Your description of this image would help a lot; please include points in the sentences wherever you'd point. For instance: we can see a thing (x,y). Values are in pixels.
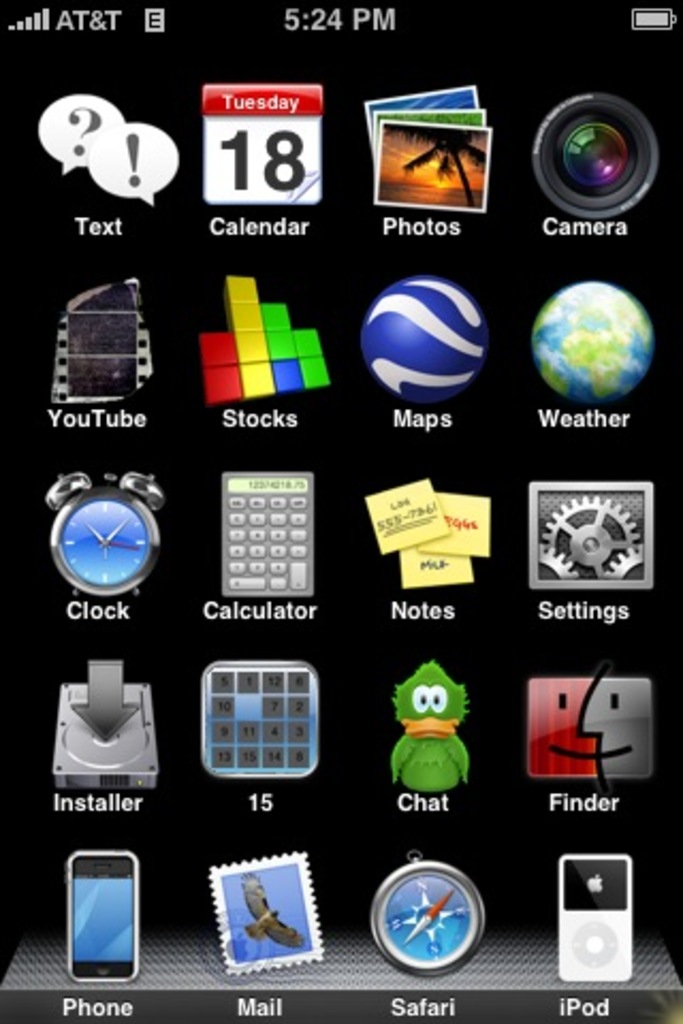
This picture shows a screenshot. we see apps (118,547) in the screenshot.
